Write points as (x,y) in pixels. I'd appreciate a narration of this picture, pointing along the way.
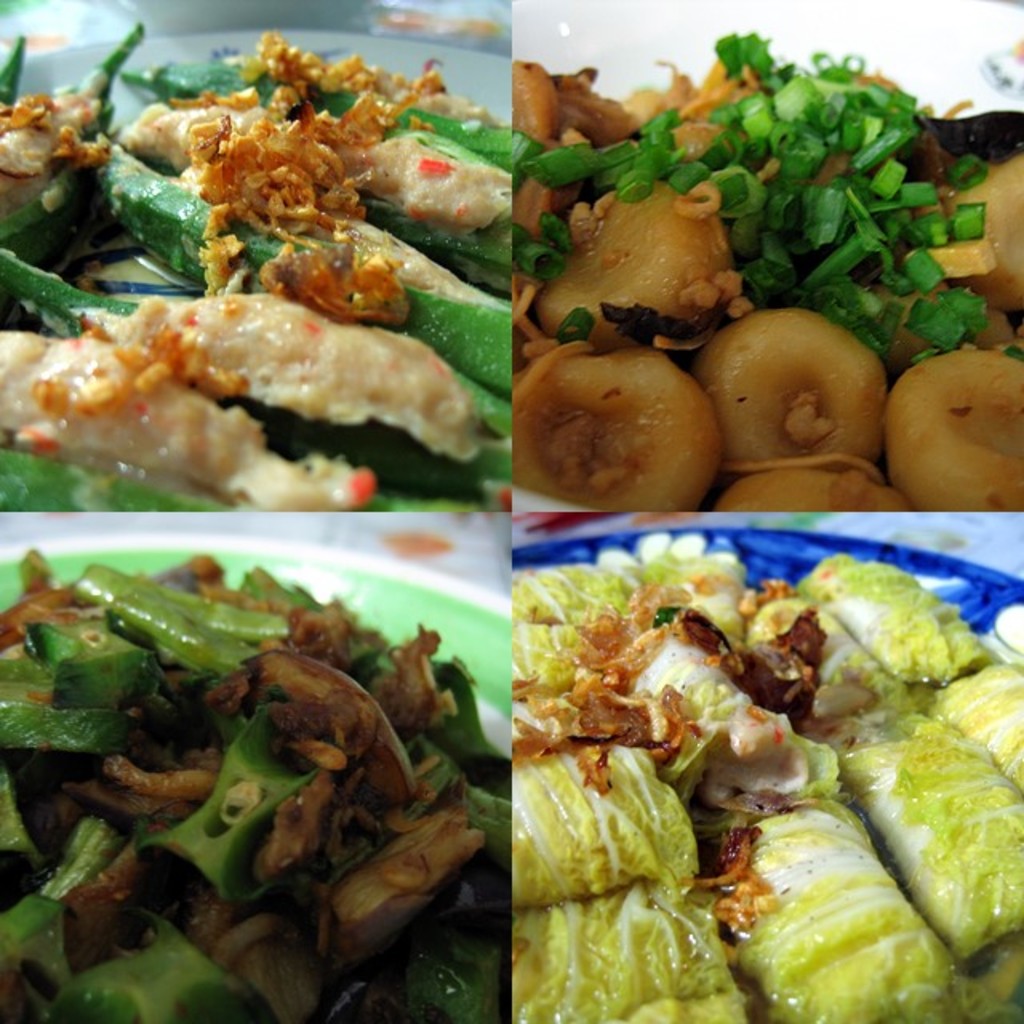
This is a collage image and here we can see food items (99,374) on the plates (269,556).
